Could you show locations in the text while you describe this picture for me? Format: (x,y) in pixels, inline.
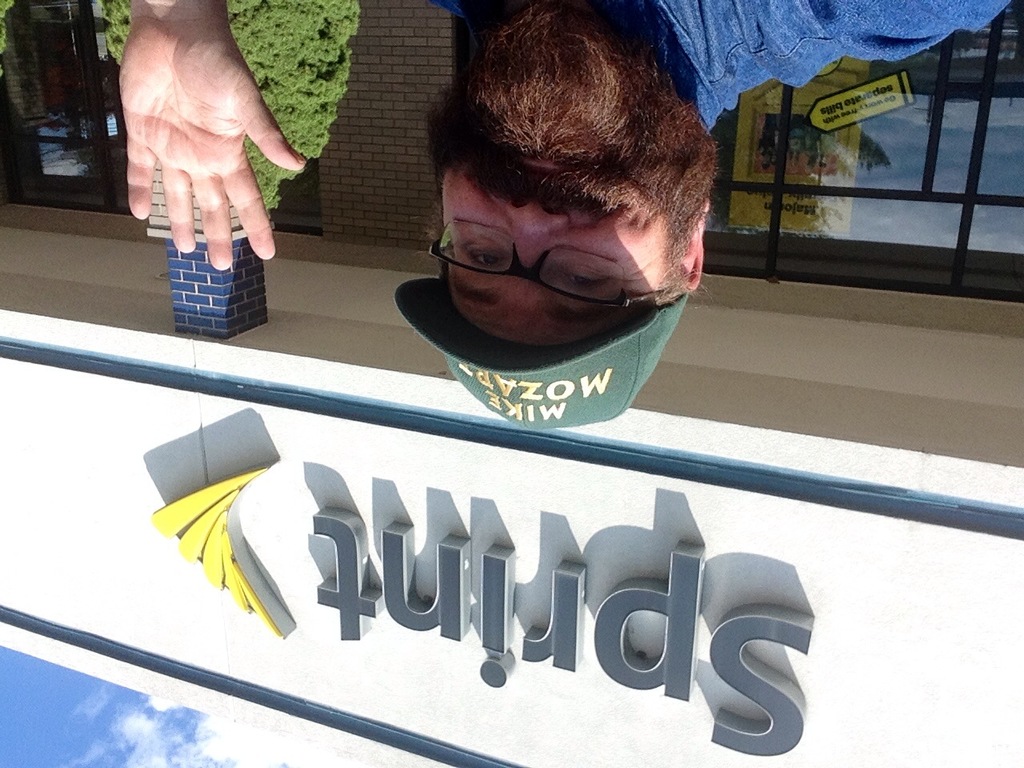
On the top of the image (605,198), we can see one person (633,123) smiling and he is wearing a cap (569,360). In the background (302,629), we can see the sky (103,702), clouds (209,727), one building (494,469), banner (870,88), glass (927,98), pillar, tree (295,38) and a few other objects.
